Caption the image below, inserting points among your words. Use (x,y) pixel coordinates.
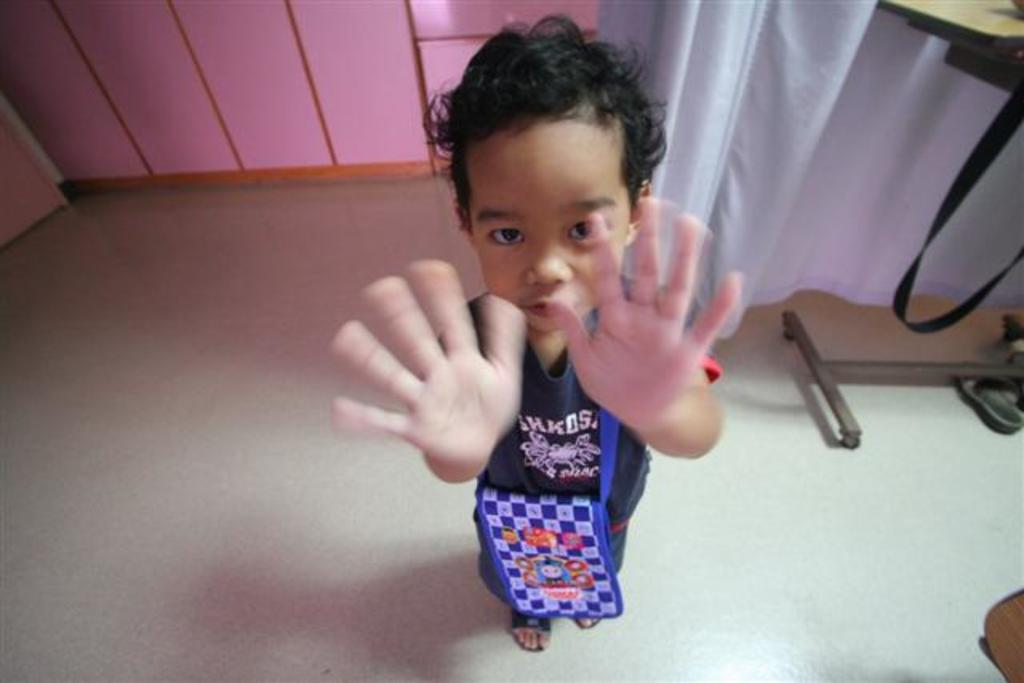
In this picture I can see a kid (521,353) in the middle (528,410), on the right side (703,114) it looks like a curtain (725,205).
